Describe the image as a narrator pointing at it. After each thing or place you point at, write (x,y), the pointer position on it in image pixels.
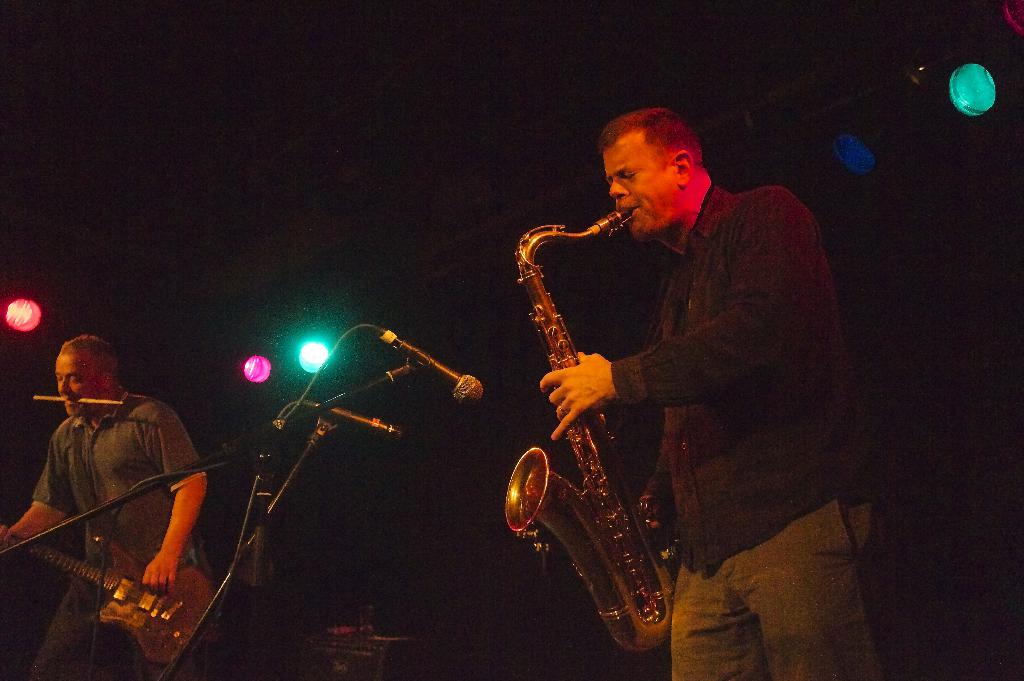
There is a person (721,666) on the right side (692,679). He is playing a saxophone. Here we can see a man (113,676) on the left side (33,522) holding a guitar (138,595) in his hand (160,578). In the background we can see a lighting arrangement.
